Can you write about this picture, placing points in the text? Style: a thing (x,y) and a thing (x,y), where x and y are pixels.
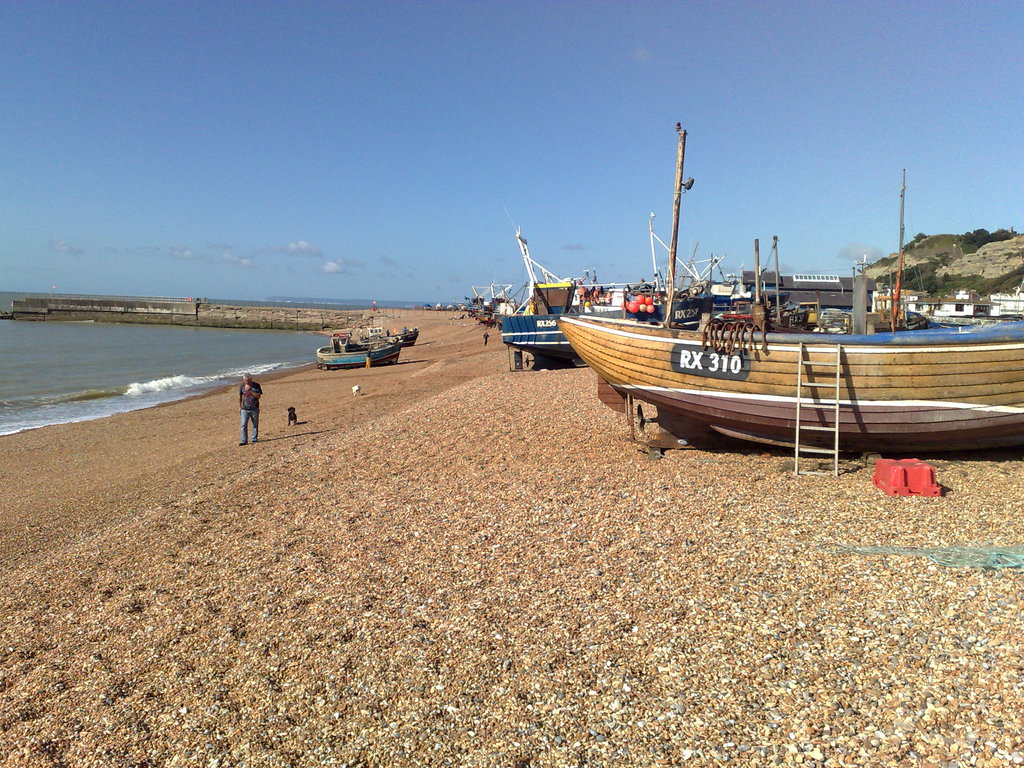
On the left side (139,344) there is water (84,339). Also there is a sea shore (304,424). On that a person (249,414) is walking. There are many boats (506,334) on the sea shore (549,483). On the boat (708,372) something is written. Also there is a ladder (809,429). There are poles (779,282). In the background (311,205) there is sky (333,233) with clouds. On the right side (972,262) there is a hill (932,251) with trees (989,236).
